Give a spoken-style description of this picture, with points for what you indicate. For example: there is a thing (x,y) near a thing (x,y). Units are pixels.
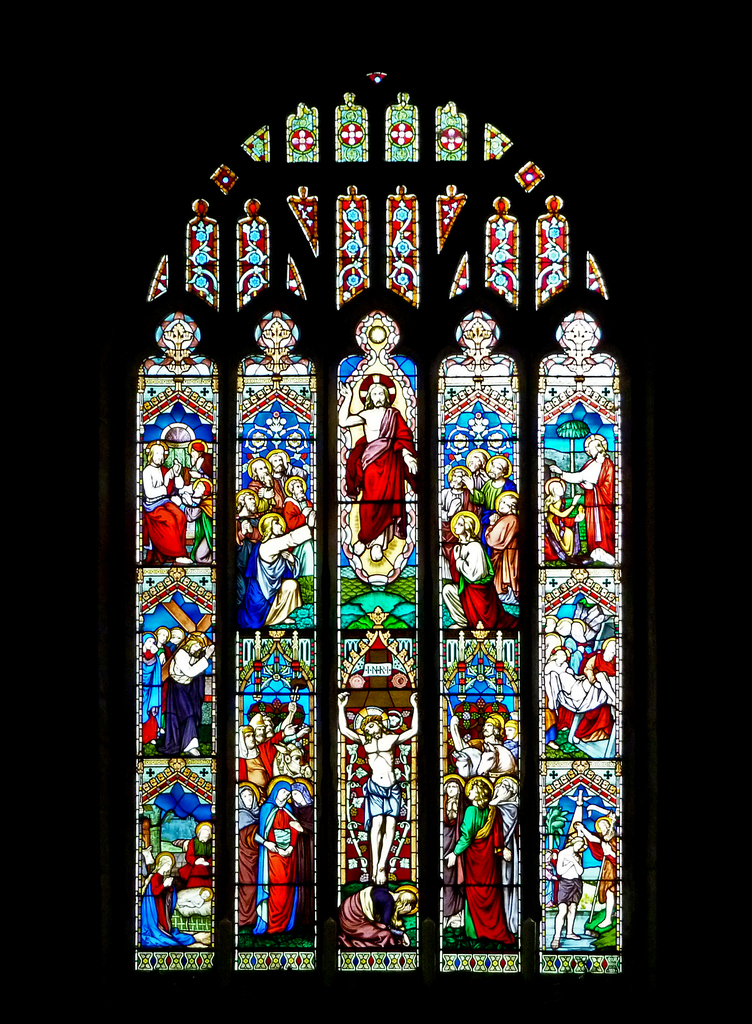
In this image I can see a window (307,519) and glass paintings (445,701). This image is taken may be in a church (382,534).
